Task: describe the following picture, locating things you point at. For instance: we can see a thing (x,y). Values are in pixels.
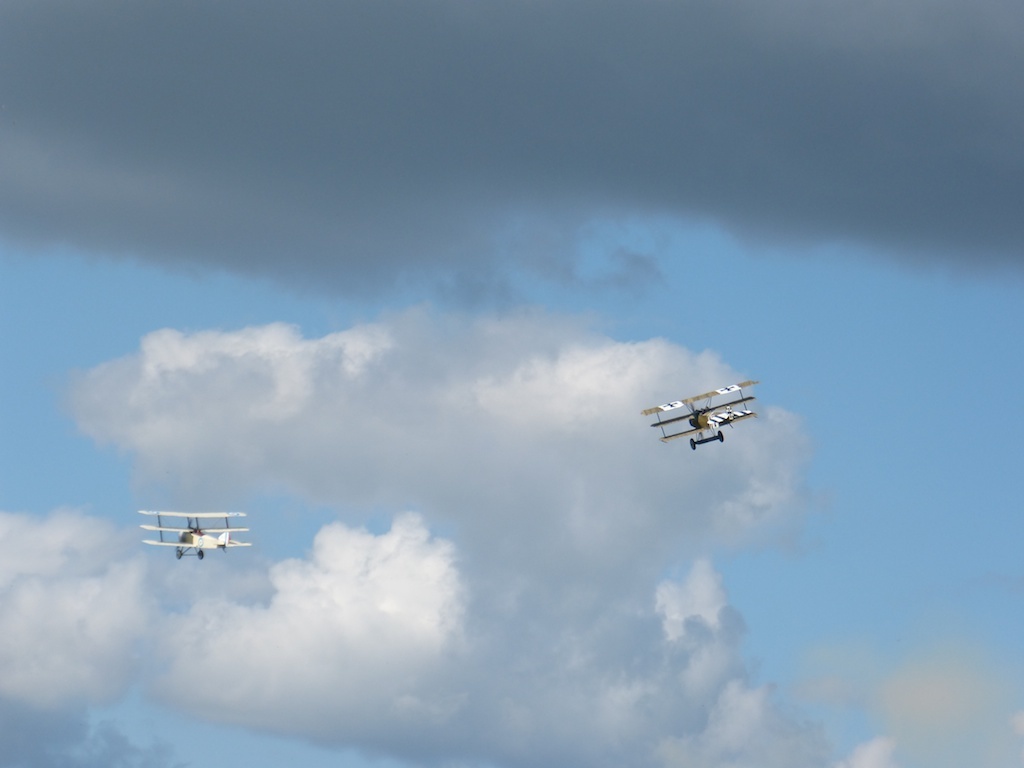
In this image there are two aircrafts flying in the sky (327,444).
